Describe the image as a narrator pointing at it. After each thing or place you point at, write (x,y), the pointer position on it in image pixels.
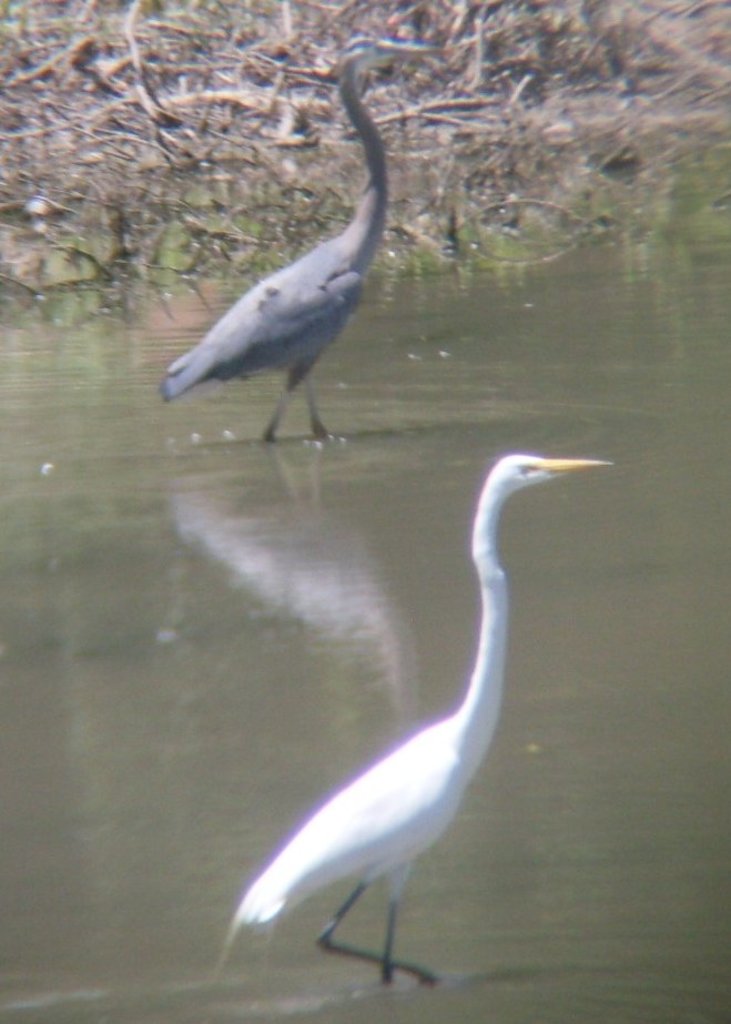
In this image we can see two birds (342,296) in the water (533,830). We can also see the fallen branches (215,70) of the trees (193,101).
